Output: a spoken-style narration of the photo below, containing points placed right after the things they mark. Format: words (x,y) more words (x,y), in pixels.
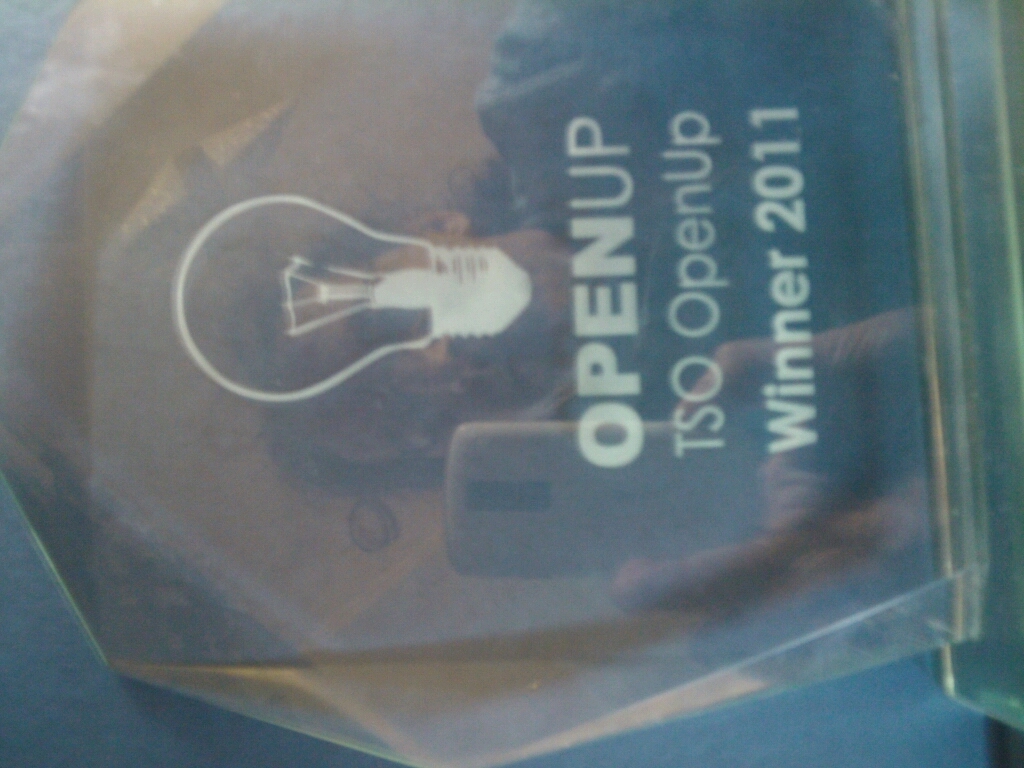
In the image there is a award (436,78) with a reflection (501,353) of woman (330,341) holding a cellphone (546,460) on it.
